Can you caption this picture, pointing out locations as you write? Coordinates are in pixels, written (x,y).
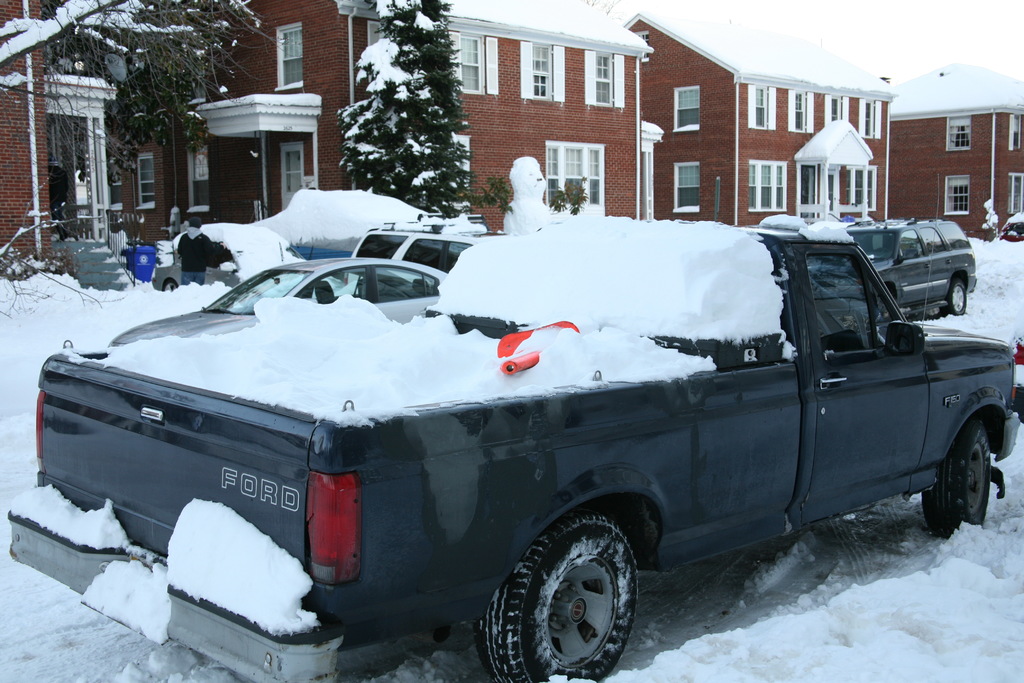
In the image we can see the buildings (562,95) and windows (601,64) of the buildings (560,76). We can even see there are trees (148,67), vehicles (397,299), snow (292,328) and the sky (773,9). Here we can see a man (189,248) standing, wearing clothes (192,247) and here we can see the stairs (69,241).
